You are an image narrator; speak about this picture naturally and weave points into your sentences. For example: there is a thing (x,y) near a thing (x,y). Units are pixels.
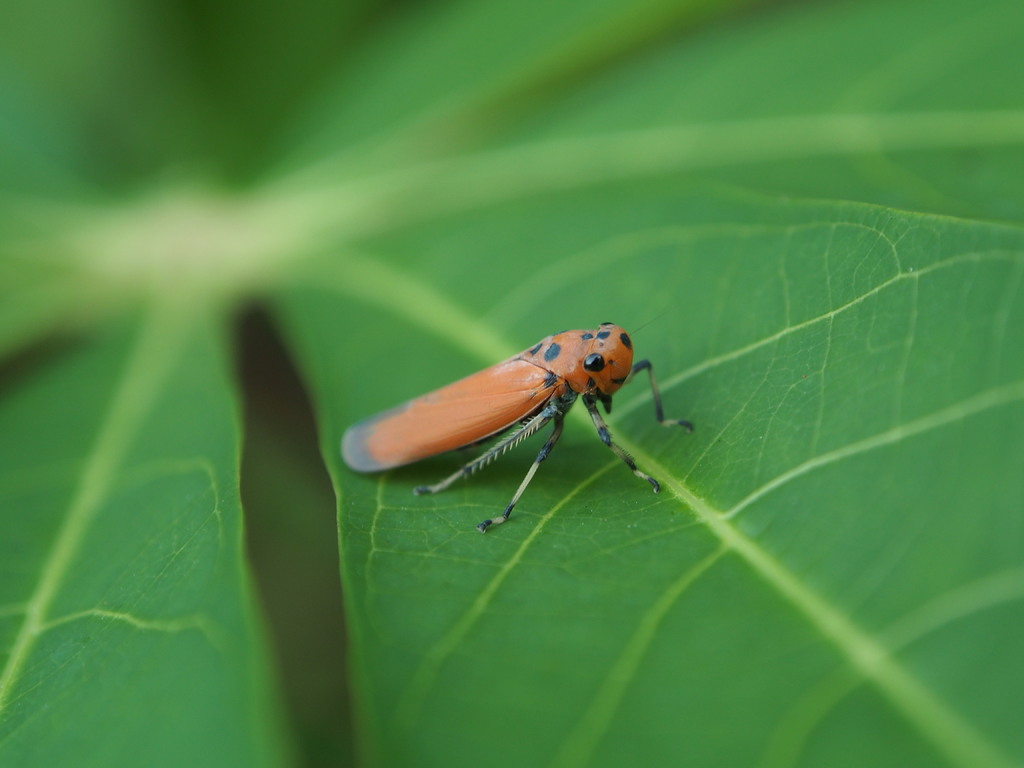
In this image in the foreground (426,342) there is a leaf (860,498), on the leaf (665,389) there is an insect (505,409) and there is a blurry background (270,122).
